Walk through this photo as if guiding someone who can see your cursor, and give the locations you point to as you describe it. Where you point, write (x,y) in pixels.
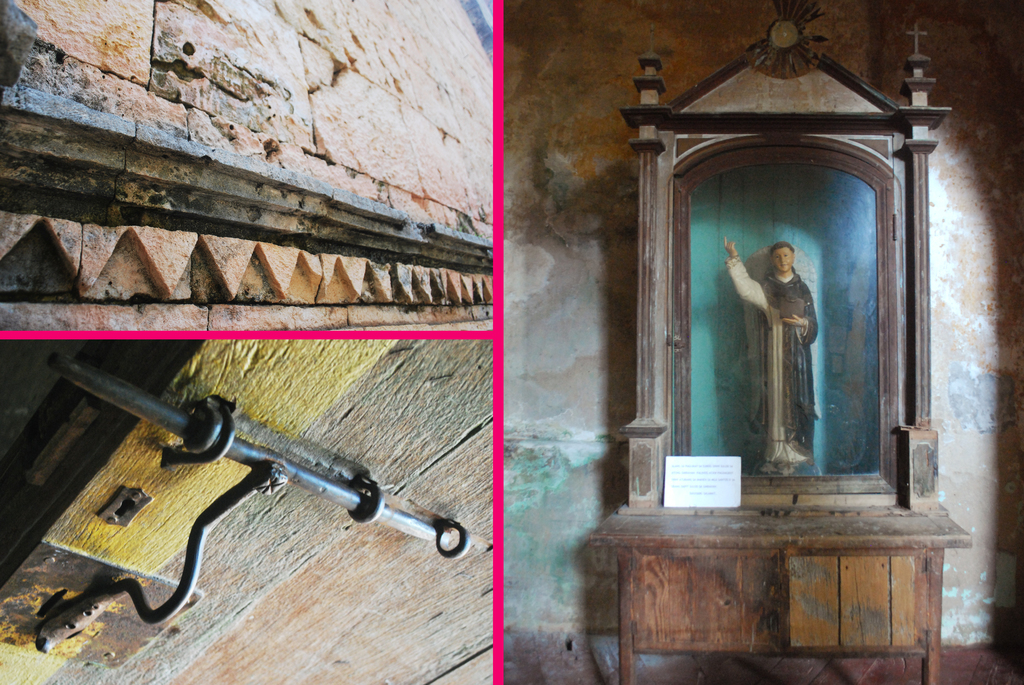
This is a collage image. In the top left corner (290,88) we can see the wall (342,188). In the bottom left corner (282,601) we can see a door (308,591) with handle (300,476). On the right side of the image (1004,134) we can see the wall (559,255), table (711,539), floor (979,649). On the table (793,559) we can see a statue (787,444) in a shrine (751,370) and paper (717,468). On the paper (723,474) we can see some text (713,477).
